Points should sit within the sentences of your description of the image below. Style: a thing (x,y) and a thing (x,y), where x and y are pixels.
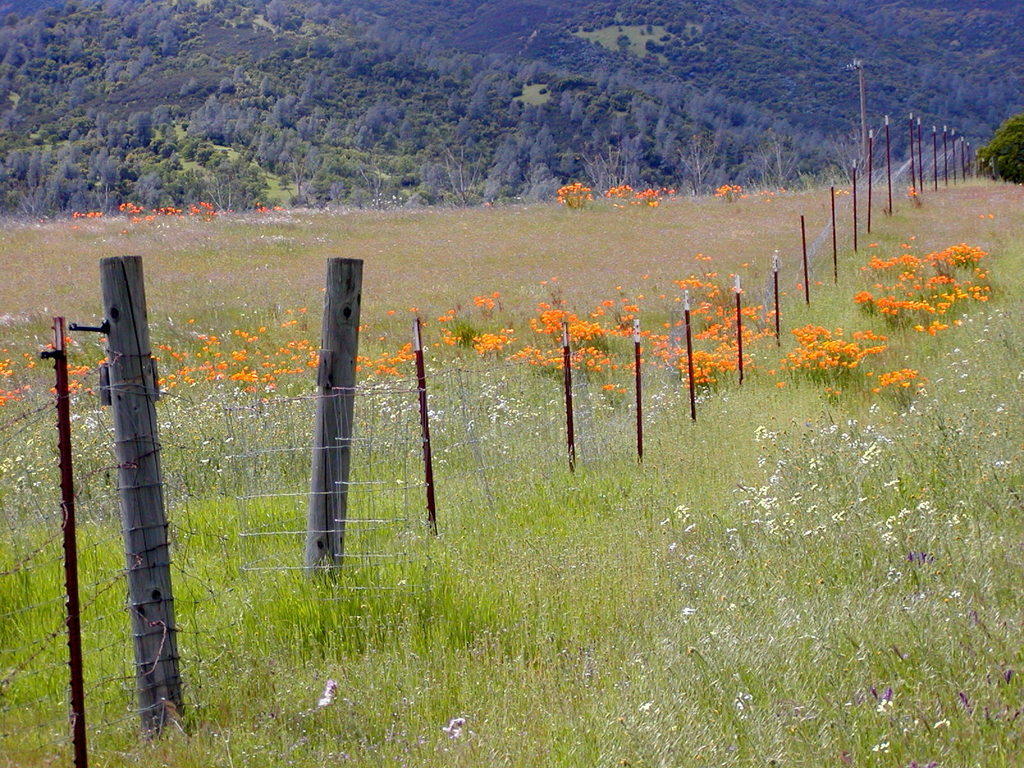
At the bottom of the picture (621,655), we see the grass (566,640) and plants (919,496) which have flowers (732,535). These flowers (901,375) are in white, orange and violet color. Beside that, we see the fence (305,529) and the fencing poles (328,453). There are trees (545,140) and hills (923,82) in the background (714,136). We even see a pole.
